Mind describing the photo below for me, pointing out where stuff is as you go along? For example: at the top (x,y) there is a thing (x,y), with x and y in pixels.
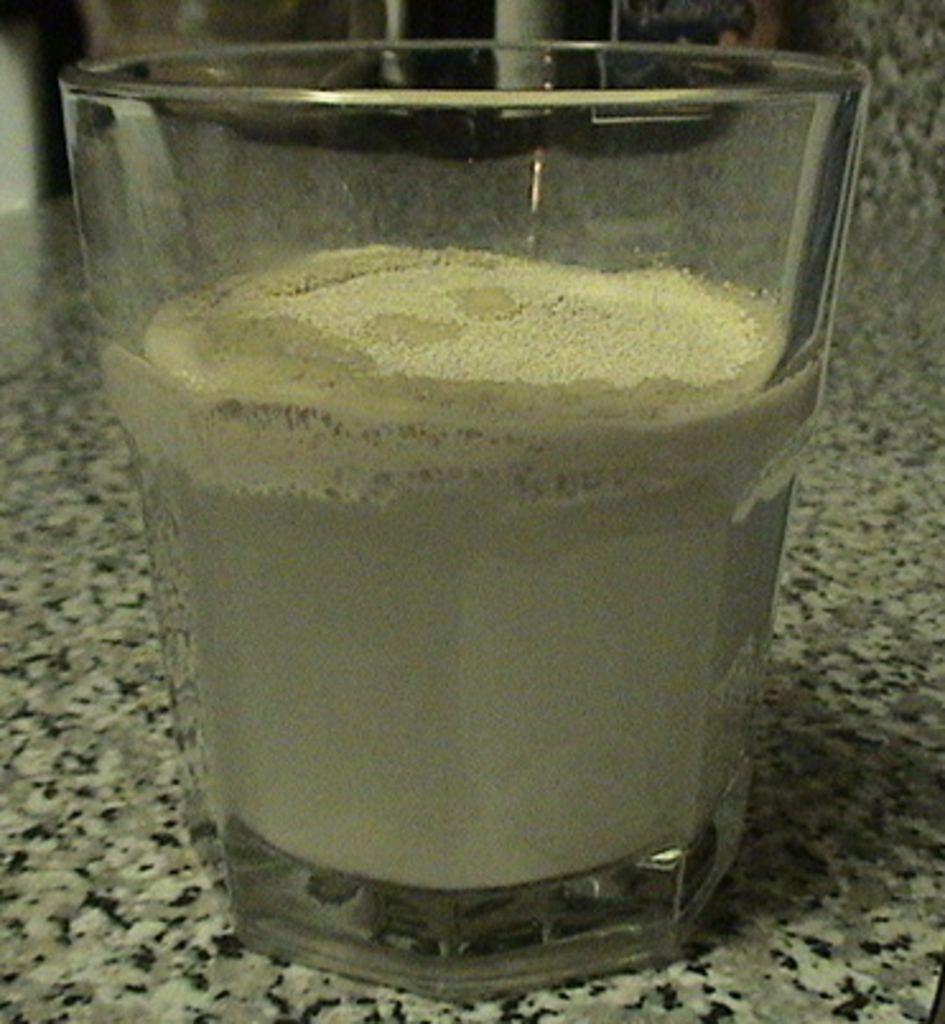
Here we can see a glass (593,525) with powder (599,333) on the platform (128,965).
